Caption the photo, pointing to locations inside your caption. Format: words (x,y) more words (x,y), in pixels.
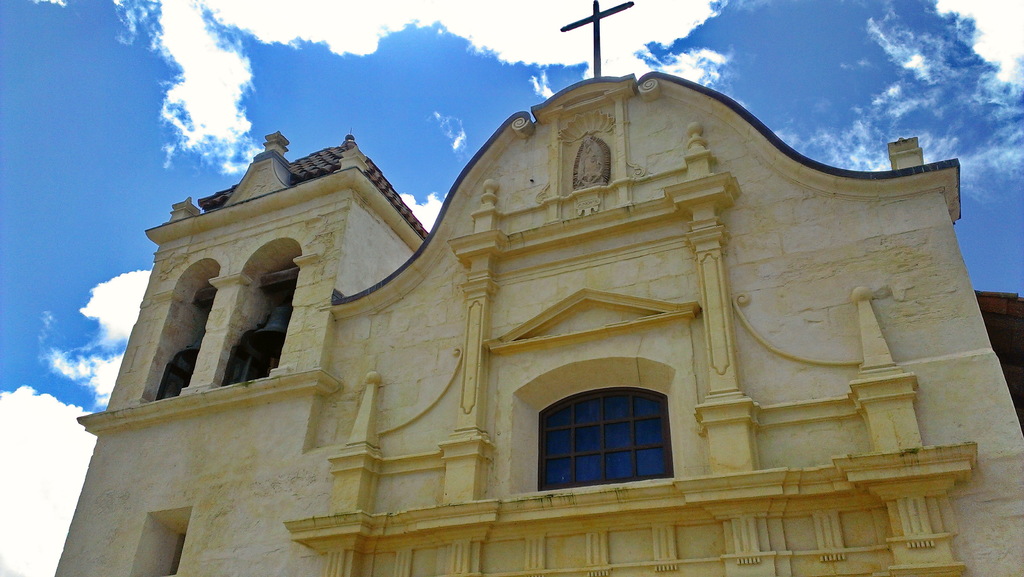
In this picture we can see a close view of the yellow Church building (540,357). In the front (586,434) there is a glass window (605,400) and cross mark (606,13) on the top (587,17). Above we can see the sky (457,53) and clouds (90,368).
